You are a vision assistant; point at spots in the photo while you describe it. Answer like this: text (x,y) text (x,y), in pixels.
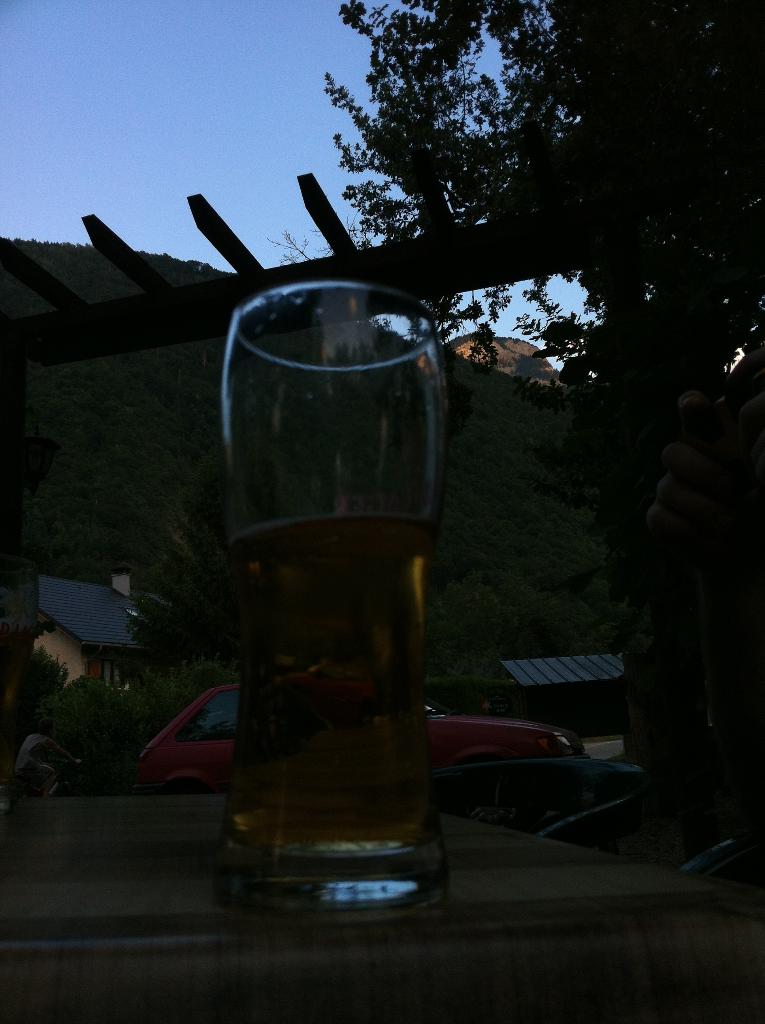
In this image I can see the table (110,860). On the table (106,914) there is a glass (350,635). To the right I can see the person's hand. In the back (227,746) there is a red color vehicle (189,780) and also some sheds (75,628). In the background (588,374) there are many trees (620,386) and the blue sky (116,100).
